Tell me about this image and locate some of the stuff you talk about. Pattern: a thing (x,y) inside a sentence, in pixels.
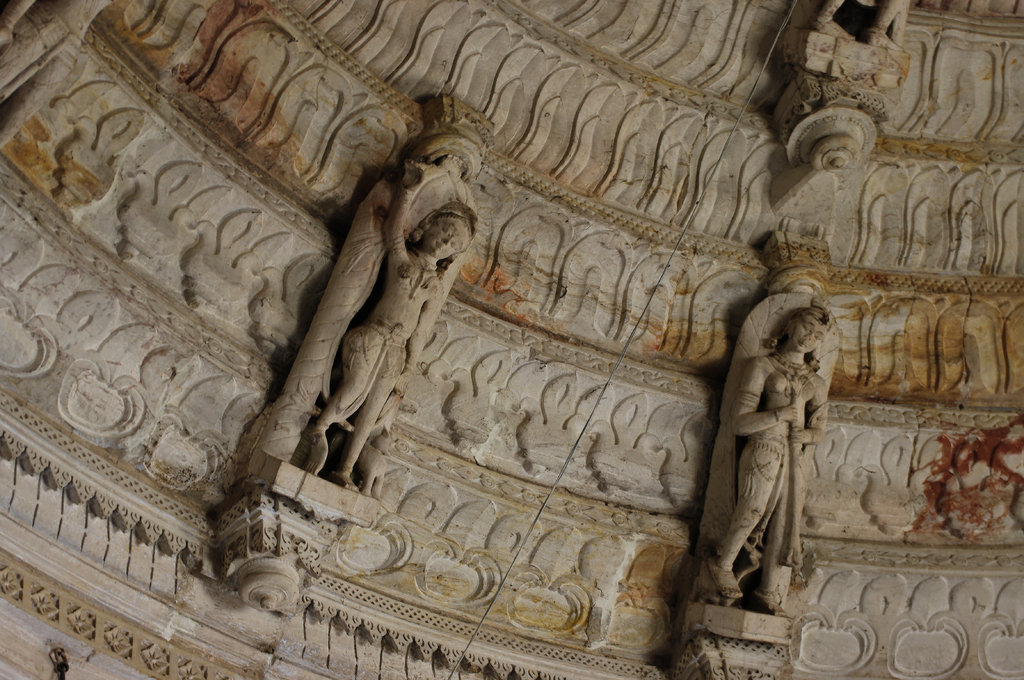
There are two sculptures (763,383) of persons (457,174) on a wall (973,286).
